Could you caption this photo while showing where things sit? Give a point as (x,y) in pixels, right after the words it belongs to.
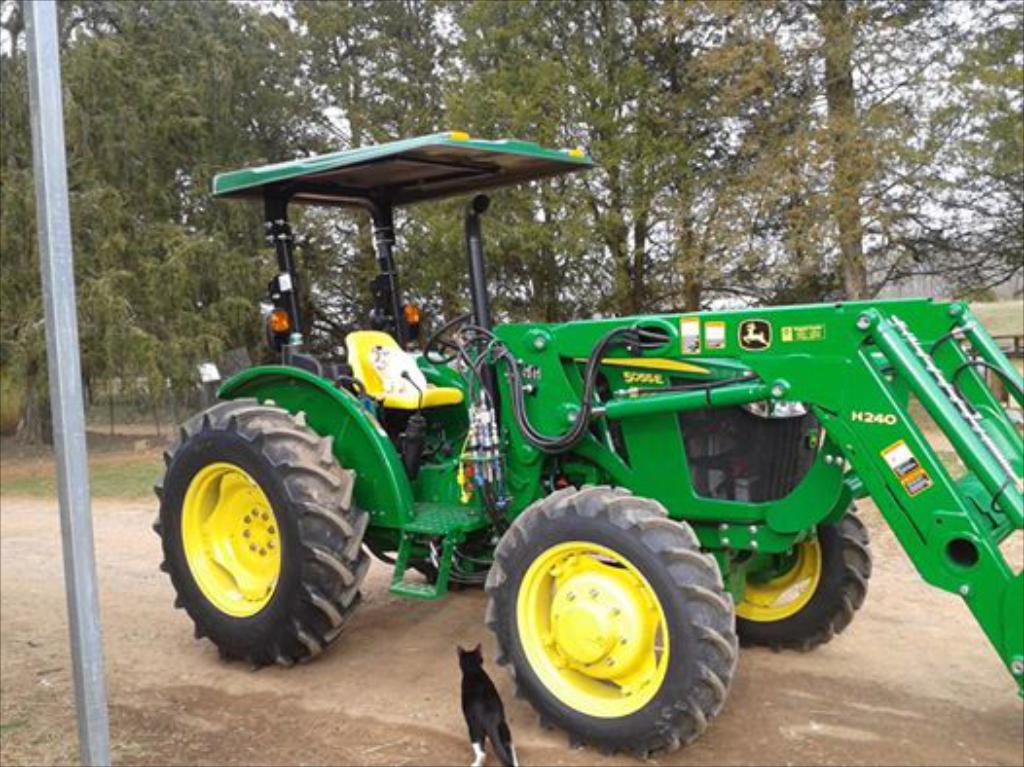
This image consists of a tractor (582,572) in green color. At the bottom (299,708), there is a road (283,691) and a cat (472,729) in black color. In the background (638,170), there are many trees (662,199). On the left (59,457), there is a pole (77,447).
